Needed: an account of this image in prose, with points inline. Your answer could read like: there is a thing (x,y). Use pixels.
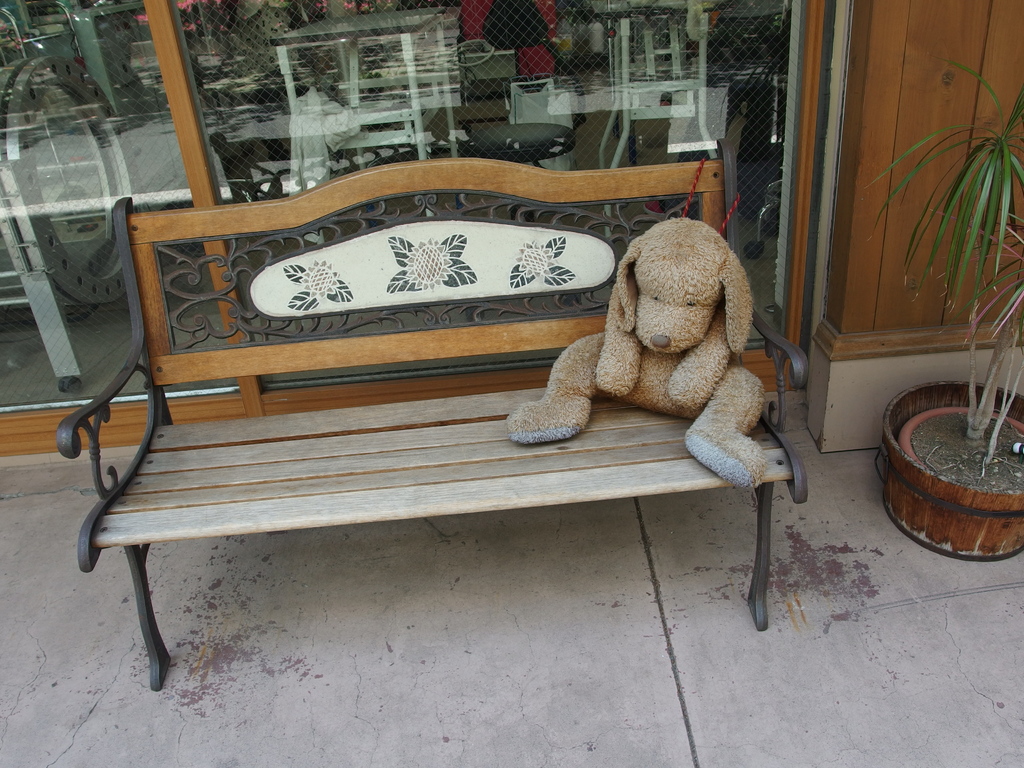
This picture shows a bench (728,232) and a toy (659,243) on it and we see a plant (970,526).
